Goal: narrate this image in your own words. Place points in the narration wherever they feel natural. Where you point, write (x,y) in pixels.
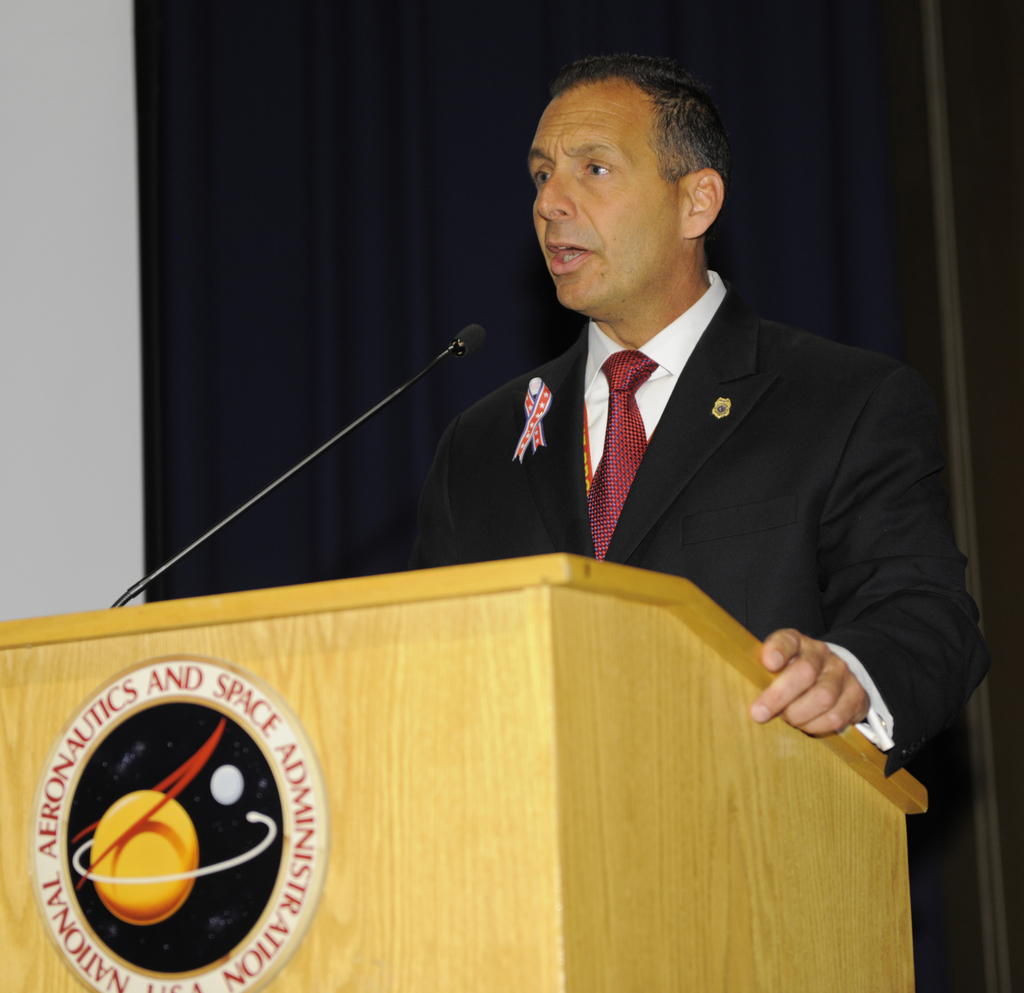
In this image we can see a person (839,695) standing at the desk (320,824). In the background (227,289) there is a curtain (257,165) and wall (91,210).
